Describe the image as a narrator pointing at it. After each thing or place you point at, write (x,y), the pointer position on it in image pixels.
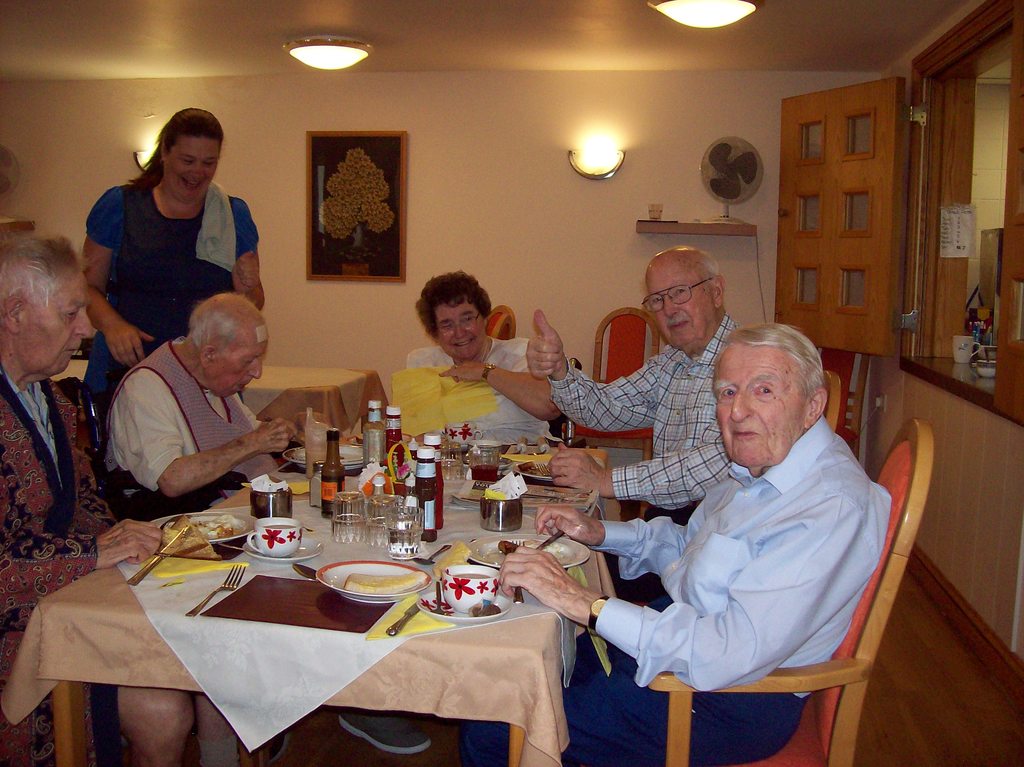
On the background (551,129) we can see a wall (418,117) and a frame (339,145) over it. These are lights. This is a table fan (716,194) on the shelf (734,229). We can see a window (1020,332) here. Here we can see all the persons (586,404) sitting on chairs (572,431) in front of a table (512,558) and on the table (384,549) we can see table mats (331,594), spoons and forks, glasses (412,527), bottles (425,517) and a plate (582,557) of food (230,521). we can see one woman (189,297) is standing here and she is holding a smile on her face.
